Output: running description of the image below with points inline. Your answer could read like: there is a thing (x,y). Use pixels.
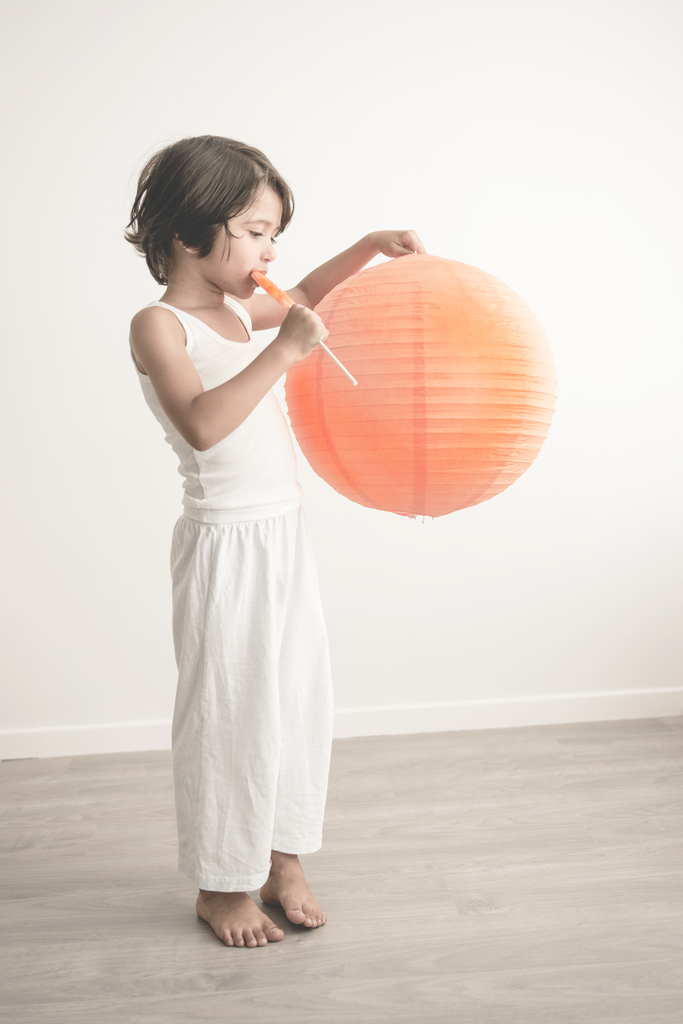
In the image we can see there is a girl (202,445) standing and she is holding an ice-cream (271,294) and a paper ball (452,410) in her hand (297,314). Behind the wall (337,82) is in white colour.
